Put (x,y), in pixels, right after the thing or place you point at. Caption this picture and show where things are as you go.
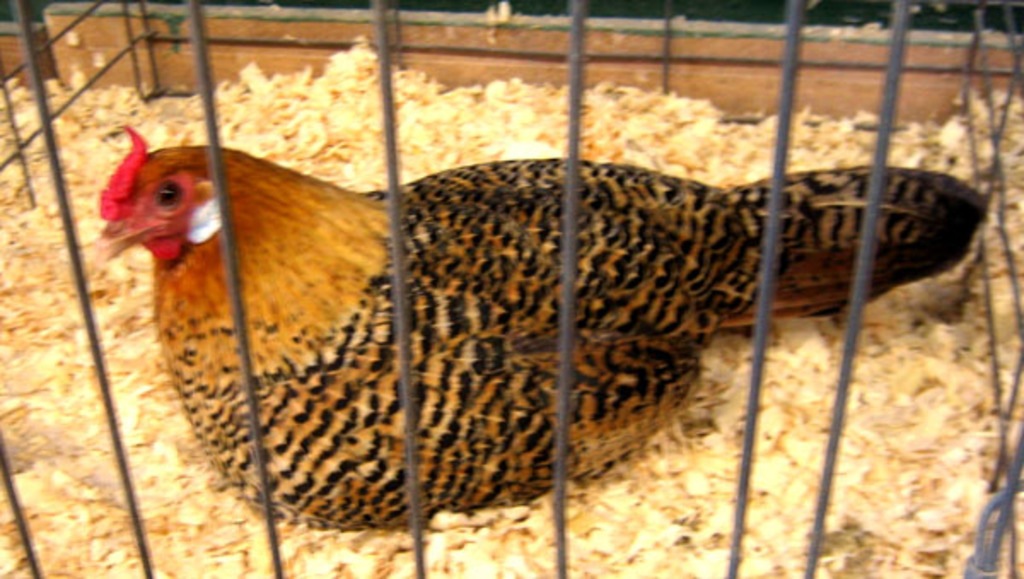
In this picture we can see hen (314,213) in a cage (450,58).
